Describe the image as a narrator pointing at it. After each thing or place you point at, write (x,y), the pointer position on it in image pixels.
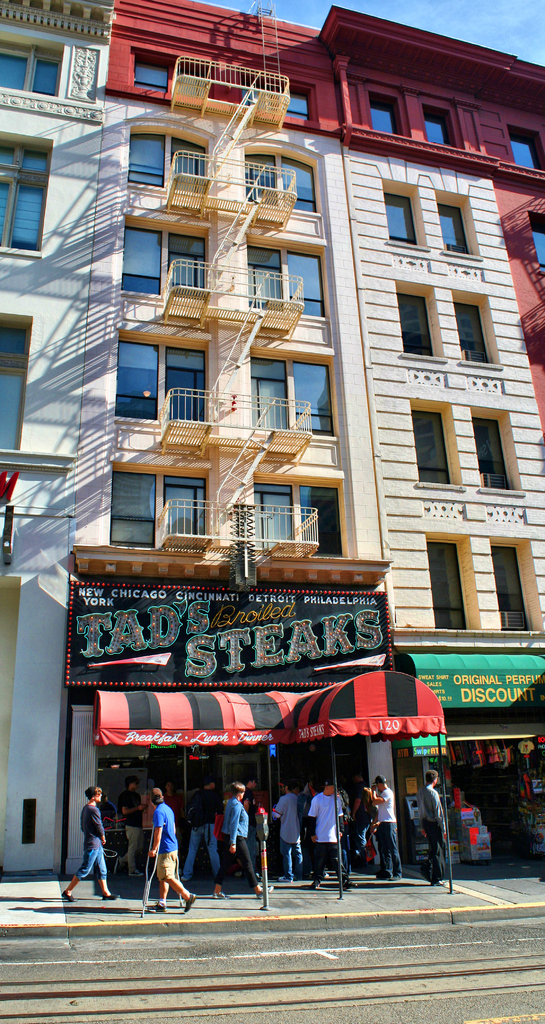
In this image, I can see the buildings (431,247) with the windows (447,612) and name boards (264,631). I can see a group of people (96,857) walking on the pathway (218,906). This is the road (426,1002). This is the kind of a tent (303,728).
